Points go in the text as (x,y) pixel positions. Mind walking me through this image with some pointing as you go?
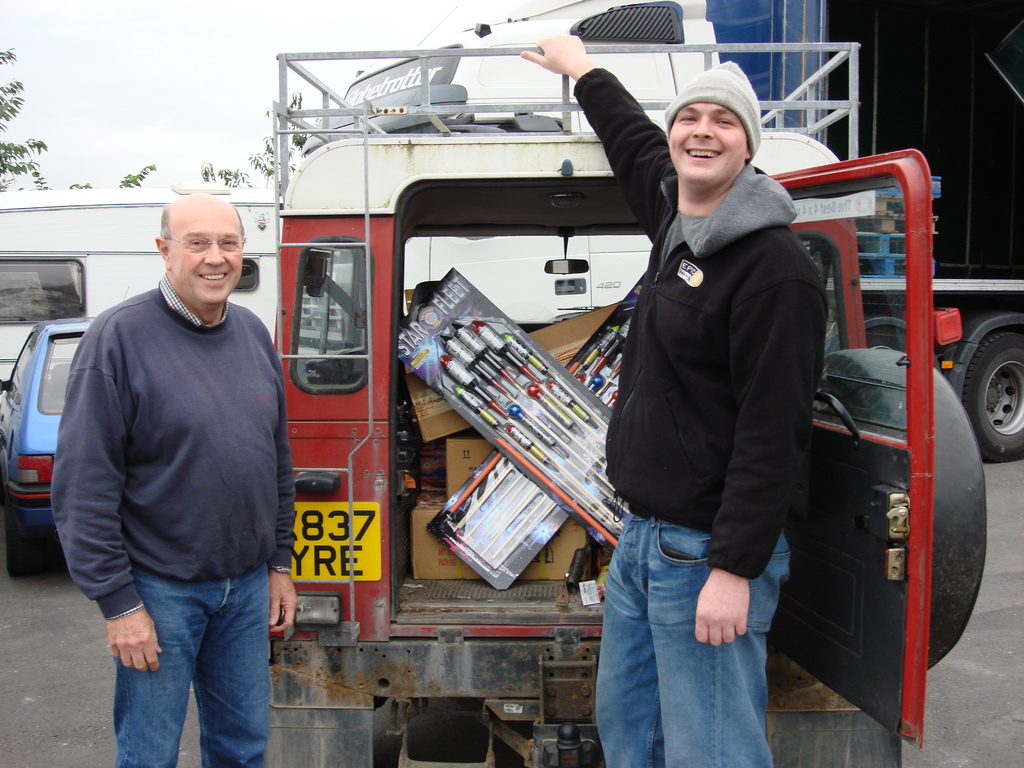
This image is taken outdoors. In the middle of the image (673,276) two men (737,151) are standing on the road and there is a vehicle (486,159) parked on the road (1017,559). There are a few crackers (507,449) in the vehicle (575,626). In the background (71,241) a few vehicles (52,270) are parked on the road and there is a sky (154,81) with clouds (289,69).
